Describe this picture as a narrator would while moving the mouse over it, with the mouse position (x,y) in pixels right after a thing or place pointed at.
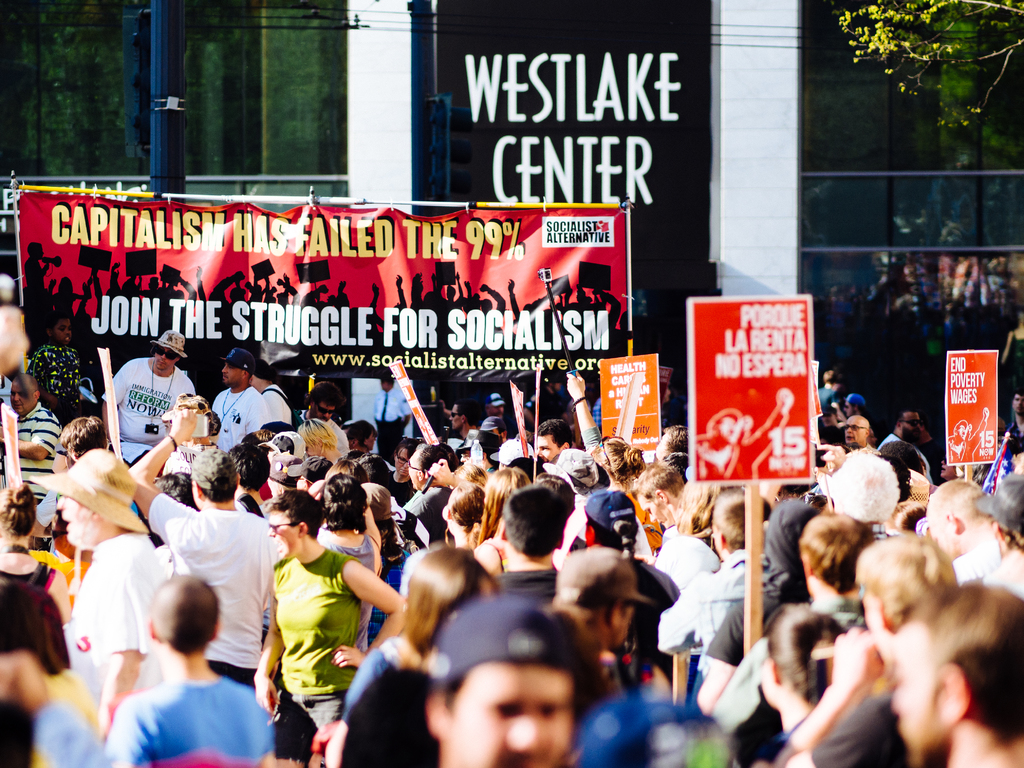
At the bottom of the image (411,556) there are many people (763,608) standing and holding boards (698,422). In the center (474,376) there is a banner (355,362). In the background (369,194) we can see a building (404,97). On the right (875,20) there is a tree (921,72).
